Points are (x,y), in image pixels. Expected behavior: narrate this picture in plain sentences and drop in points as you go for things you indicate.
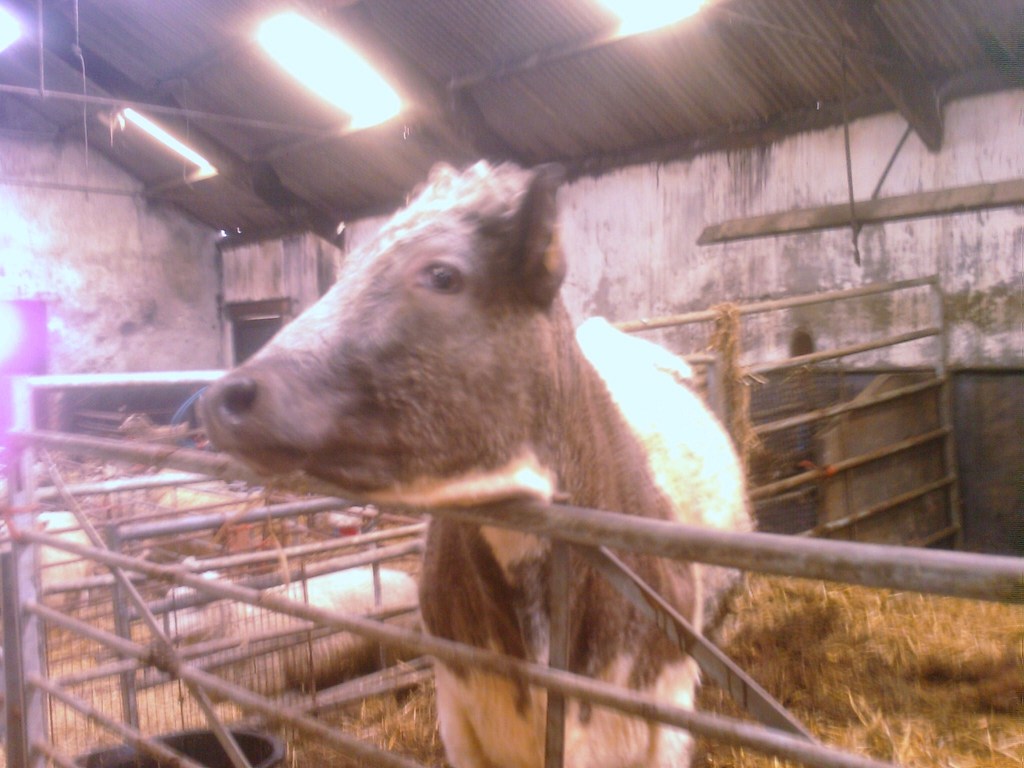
This picture might be taken inside a dairy farm (659,260). In this image, in the middle (537,482), we can see a cow (557,491) standing on the grass (870,740). On the right side (795,735) to left side (39,734), we can also see metal grills (926,575). In the background (171,311), we can see a door (231,324) and a wall (709,193). On the top (429,161), we can see a roof (356,3) with few lights (318,91).
